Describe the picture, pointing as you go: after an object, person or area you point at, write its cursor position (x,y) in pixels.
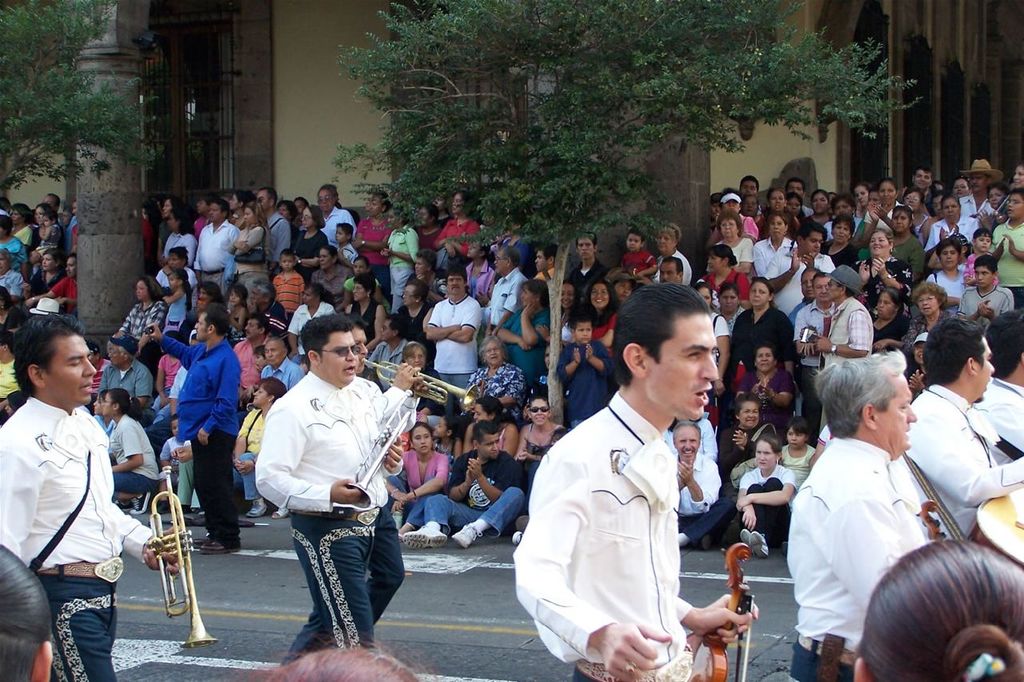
In this image we can see people (367,233) sitting on the road (244,565) and some (537,264) are standing on the road (759,573). In the foreground (968,468) we can see men (582,572) standing on the road (720,572) and holding musical instruments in their hands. In the background (645,105) we can see trees (684,97), buildings (214,98) and windows (162,88).
